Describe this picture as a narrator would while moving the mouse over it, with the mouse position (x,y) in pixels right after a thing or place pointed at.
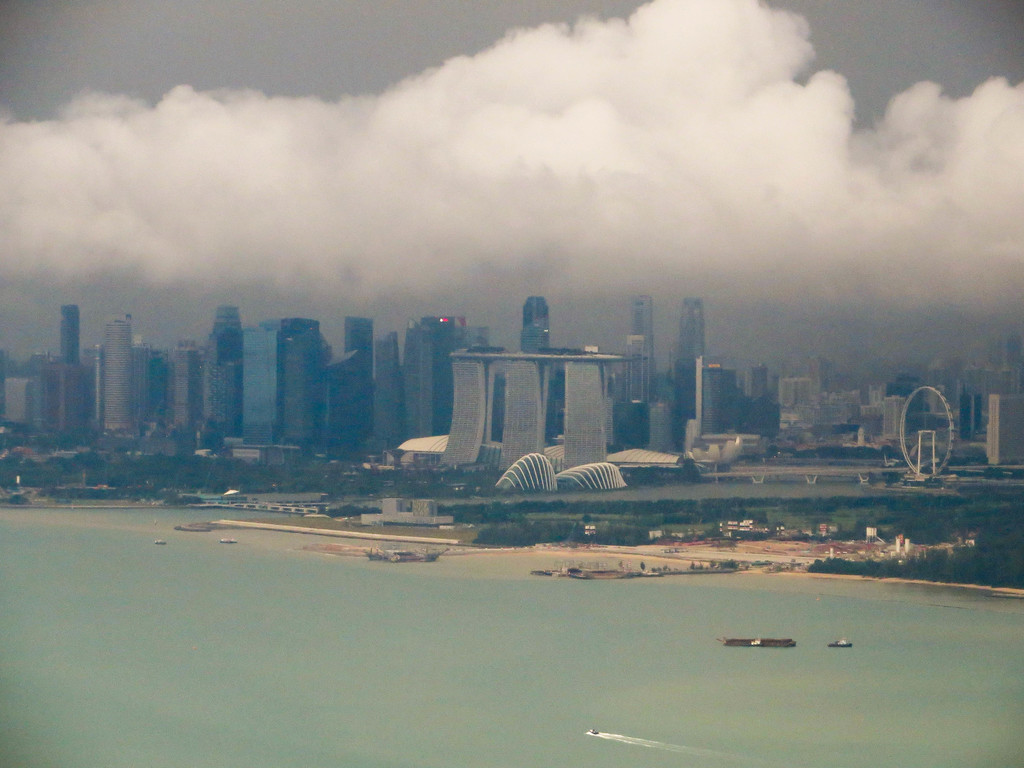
In this image, we can see water (312,579), there are some trees (939,514), we can see some buildings (701,464), at the top (618,119) there is a sky (558,128) which is cloudy.
